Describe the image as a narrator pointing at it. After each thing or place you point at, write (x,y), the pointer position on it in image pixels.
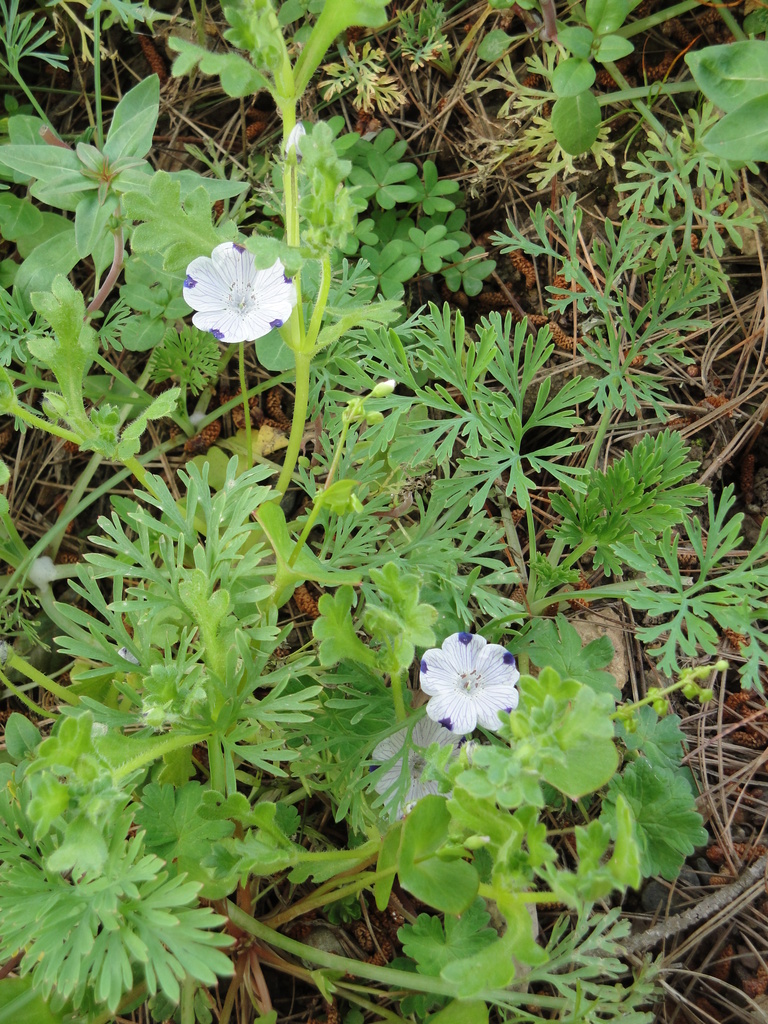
In this Image I can see few white and purple color flowers (476,643). I can see few green plants (59,233).
